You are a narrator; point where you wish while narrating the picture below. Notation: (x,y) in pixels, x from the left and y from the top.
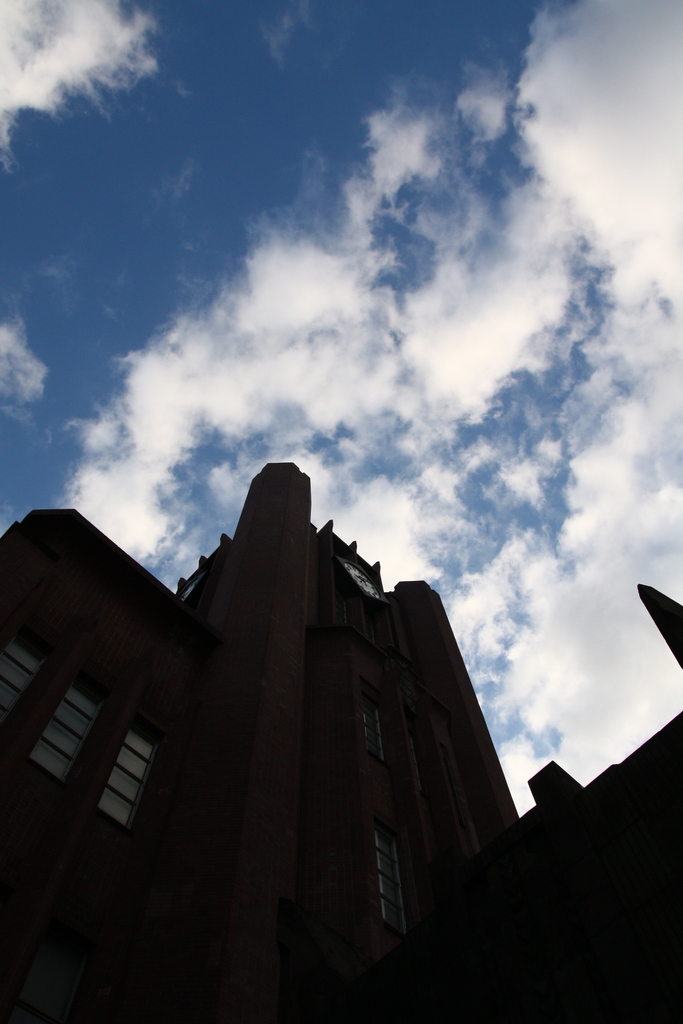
In this image we can see a building (497,933) with windows (378,728) and a clock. In the background (603,532), we can see cloudy sky (569,403).
